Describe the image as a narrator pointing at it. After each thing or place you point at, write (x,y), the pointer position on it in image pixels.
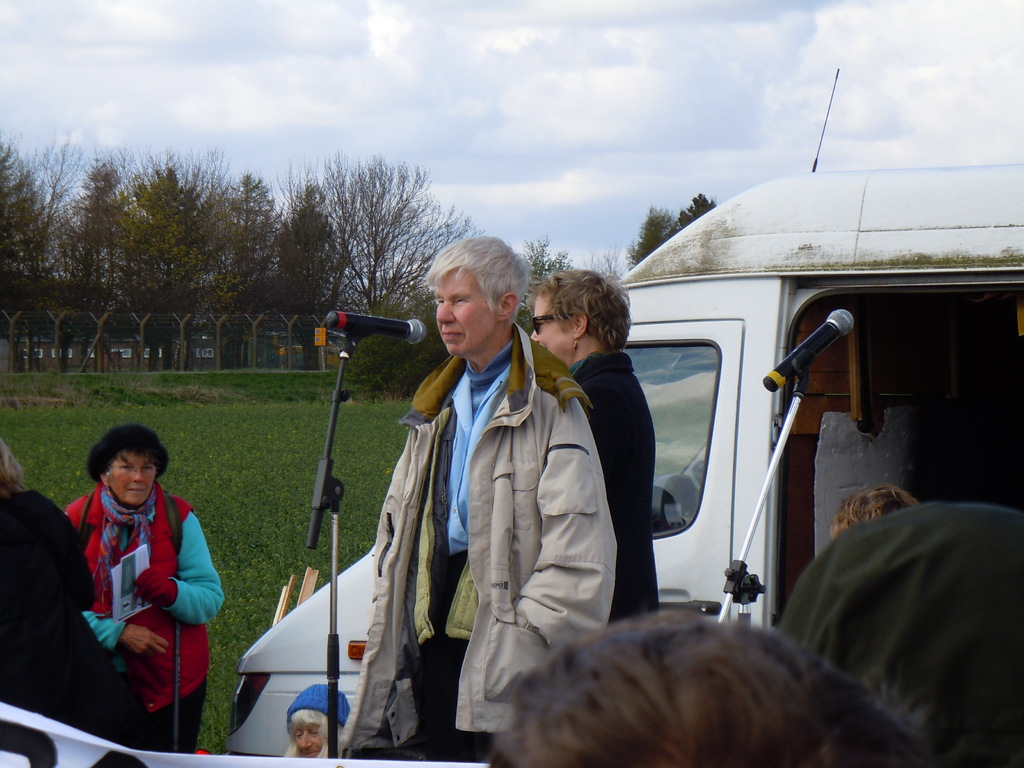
This image is taken outdoors. At the top of the image (346,94) there is the sky (584,101) with clouds (581,79). In the background (227,222) there are many trees (91,272) and plants (145,235) with leaves (305,252), stems (100,247) and branches (415,311). There is a ground (256,507) with grass (223,502) on it. On the right side of the image (786,401) a van (748,500) is parked on the ground (365,428). There is a mic (790,373). There are a few people (838,616). On the left side of the image (18,559) there are two women (115,624). There is a banner (76,754). In the middle of the image (570,363) there are two women (460,592) and there is a mic (330,326).
